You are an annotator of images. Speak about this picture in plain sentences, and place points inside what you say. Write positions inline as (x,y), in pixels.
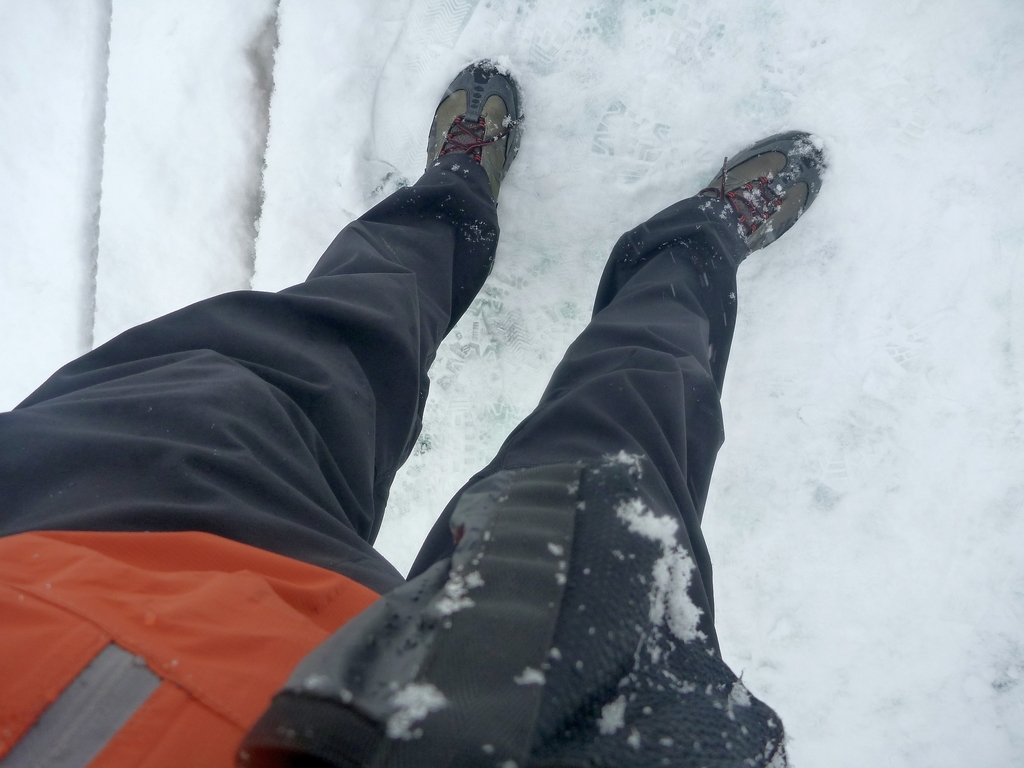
In this image I can see a person (390,452) standing on the snow (443,408), he is wearing shoes (753,189).
